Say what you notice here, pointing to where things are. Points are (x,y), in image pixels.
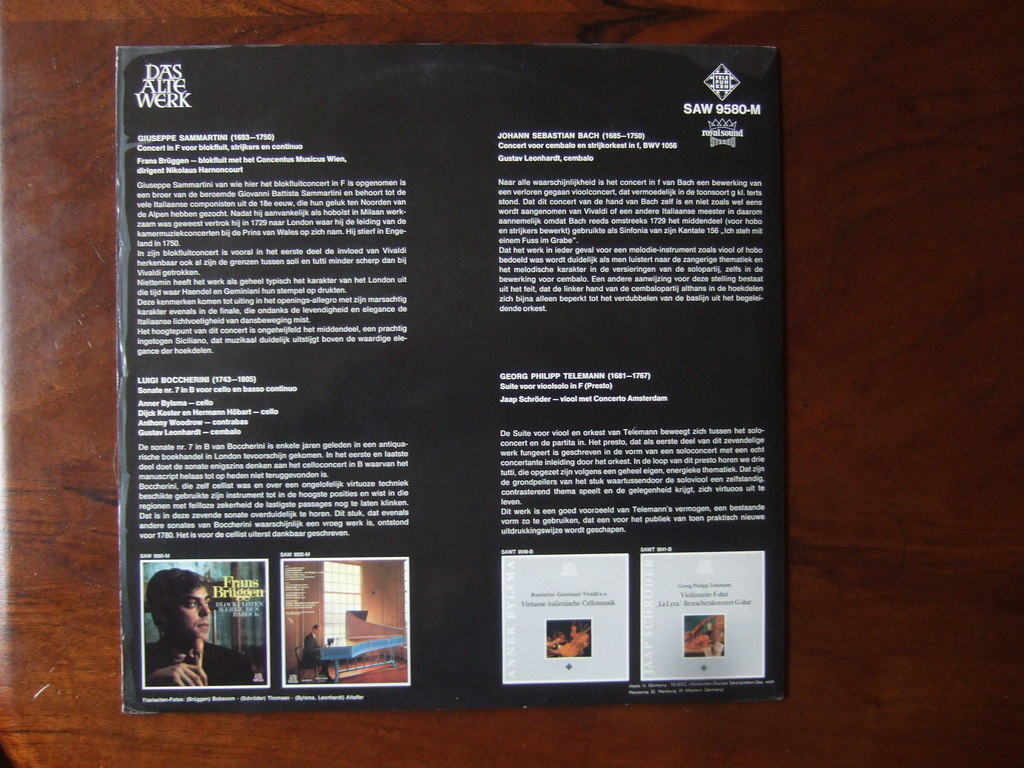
In this image I can see the brown colored surface (37,438) and on the brown colored surface (858,374) I can see a black colored paper (648,216) on which I can see few words (336,258) written and few images (244,636) of a person (203,603).
